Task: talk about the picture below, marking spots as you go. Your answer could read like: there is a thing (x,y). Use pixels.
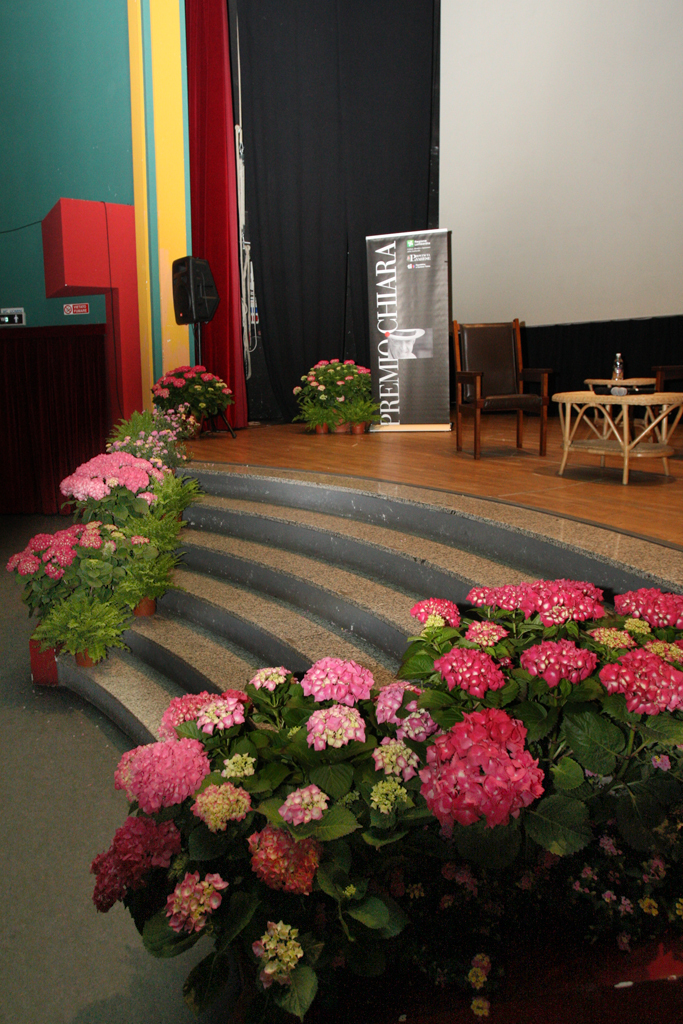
In the image I can see few flower pots (283,719) and colorful flowers (311,744). I can see stairs (253,605), banners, chairs (456,395), table (669,403), screen (491,249), black color curtains (354,300), few objects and the wall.
